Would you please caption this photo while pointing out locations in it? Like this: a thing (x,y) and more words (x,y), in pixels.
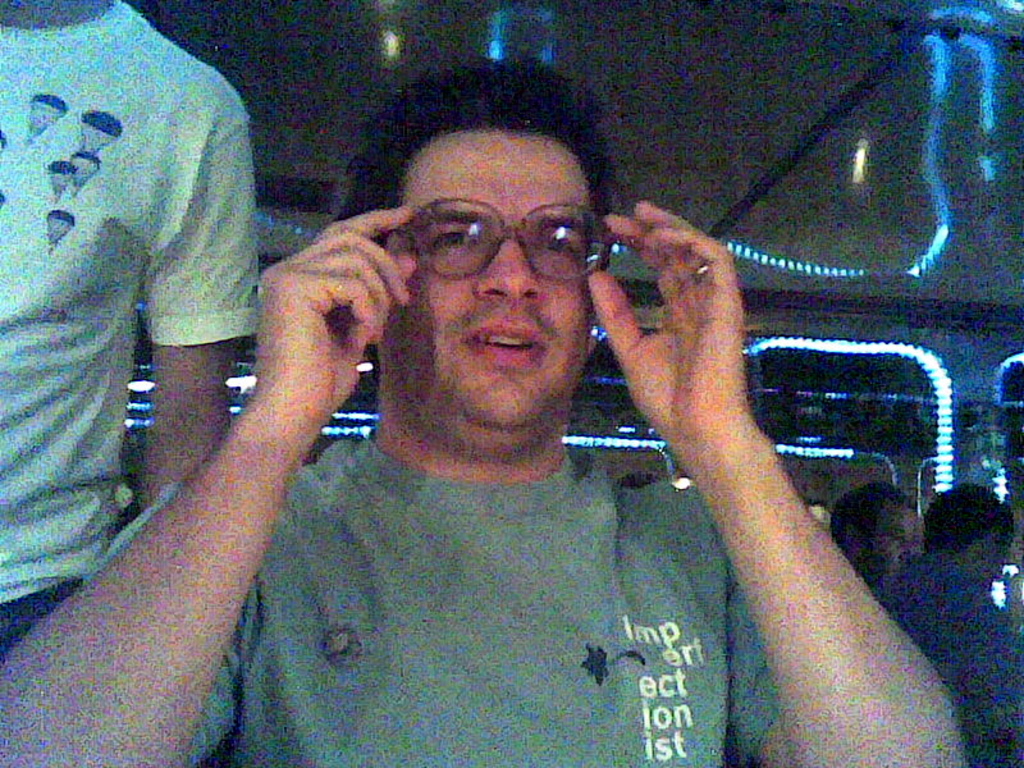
In this image in the front (462,460) there is a person (484,500) smiling. On the left side (86,254) there is a man (76,308) standing. On the right side (894,541) there are persons (919,574). In the background (888,343) there are lights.
